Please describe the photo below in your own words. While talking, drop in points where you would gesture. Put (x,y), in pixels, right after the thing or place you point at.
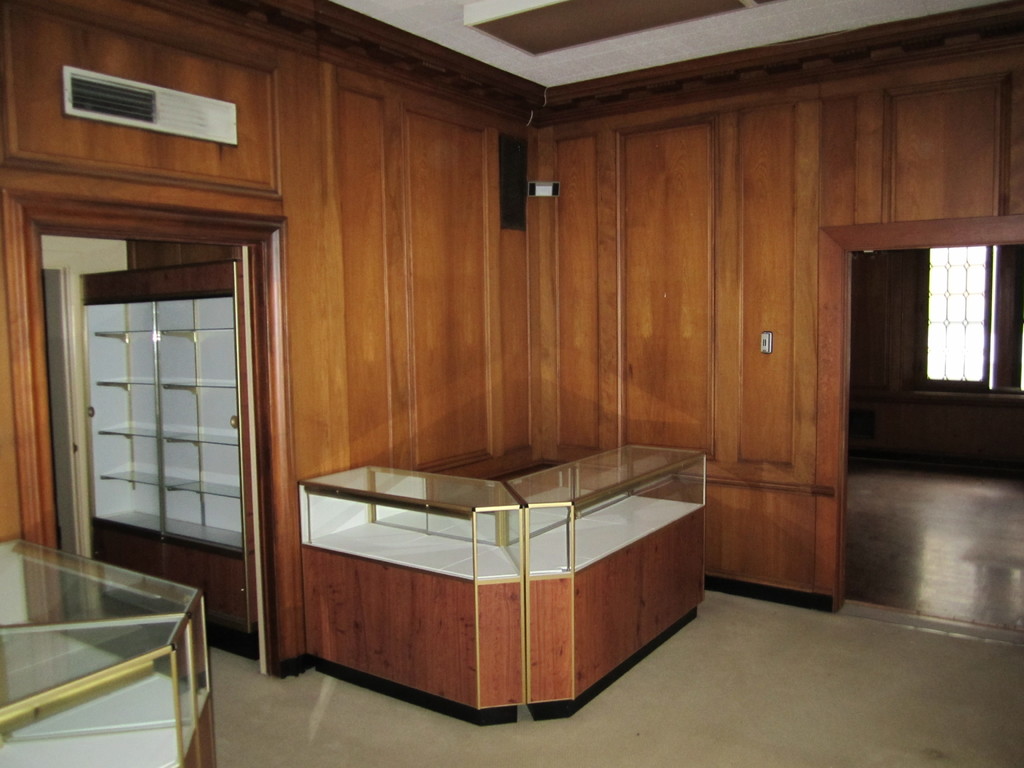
In this image we can see an inner view of a room (564,586) containing some shelves (230,454), a wooden wall (517,402), a board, a window (969,265) and a roof (598,18).
